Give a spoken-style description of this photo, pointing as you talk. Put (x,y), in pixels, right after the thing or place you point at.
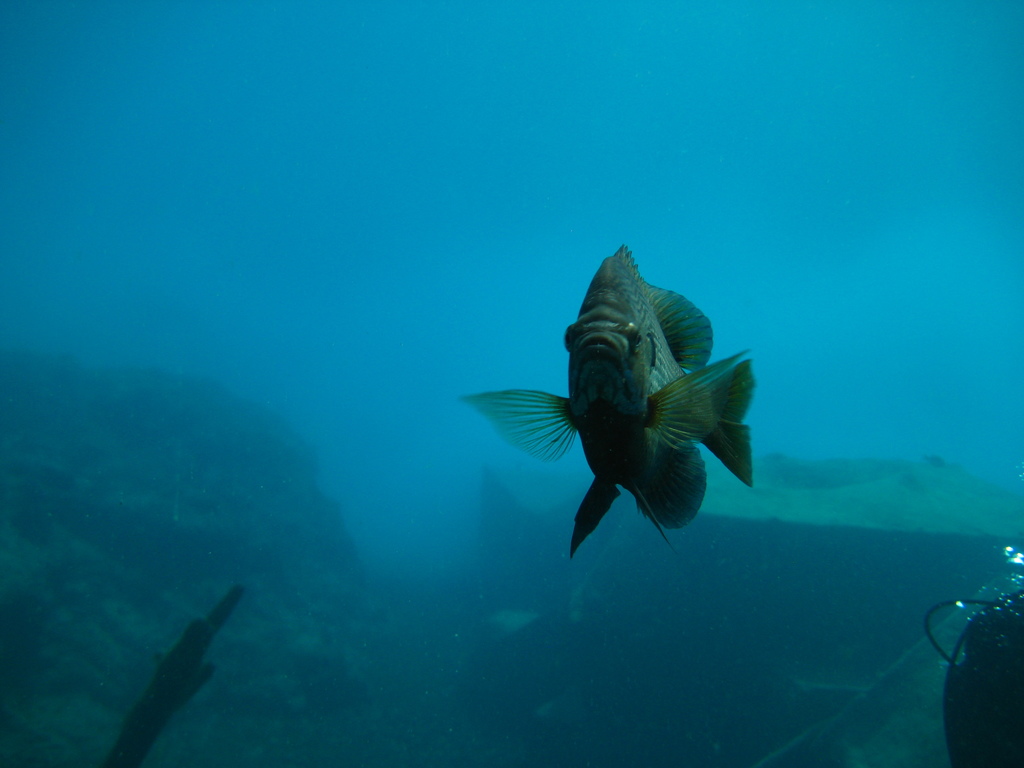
In the picture we can see a deep (46,110) in the water (478,279) with rocks (272,693) and a fish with fins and tail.
